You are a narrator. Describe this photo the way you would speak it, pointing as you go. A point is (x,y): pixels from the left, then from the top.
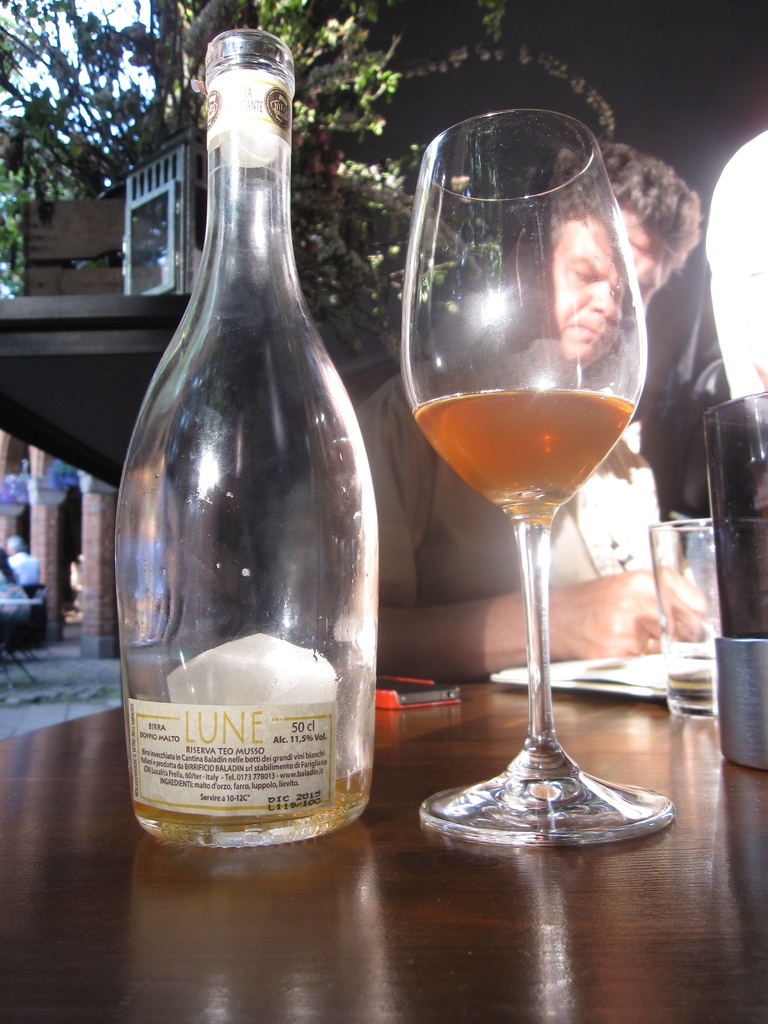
There is a bottle (252,462) and a glass (481,435) on the table (432,944). A person (603,628) is writing on a paper (631,662). There is a mobile (418,693) on the table (442,709). In the background (409,97) there is a building (102,306), trees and pillars (99,511).
